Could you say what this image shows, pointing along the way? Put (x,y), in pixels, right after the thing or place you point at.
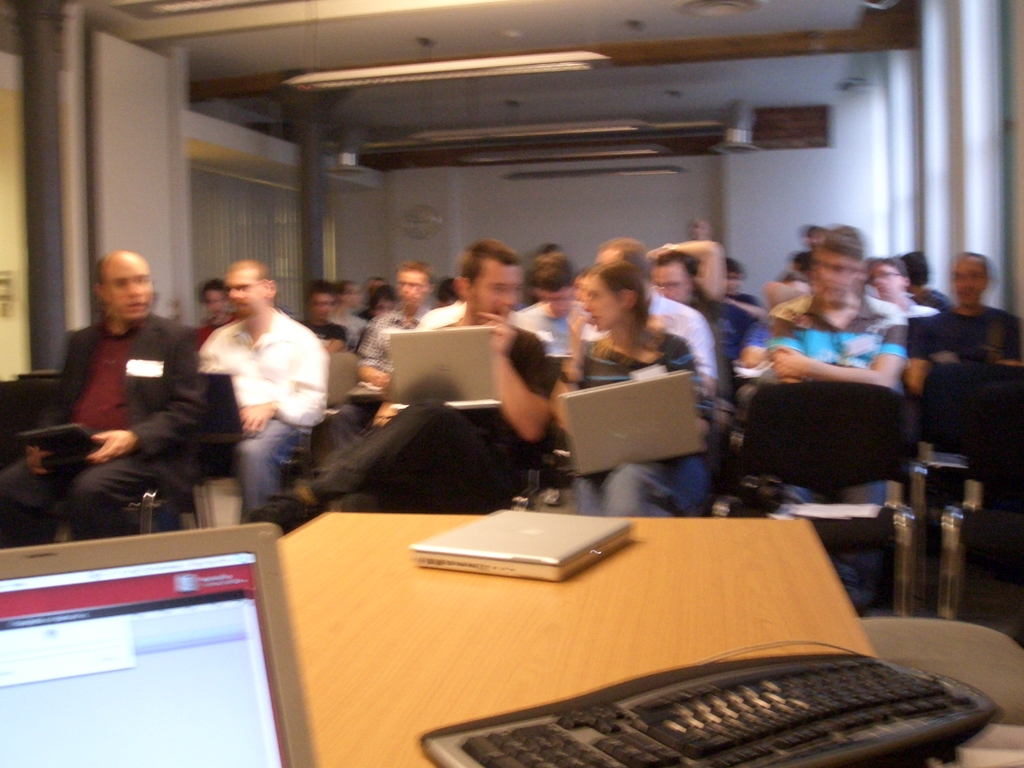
This is a picture taken in a room (447,25), there are a group of people (536,347) sitting on a chair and holding their laptops (449,390) in front of these people (549,277) there is a table (388,565) on the table (408,641) there are laptops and key board (624,742). Background of this people (269,338) is a wall (640,221).
